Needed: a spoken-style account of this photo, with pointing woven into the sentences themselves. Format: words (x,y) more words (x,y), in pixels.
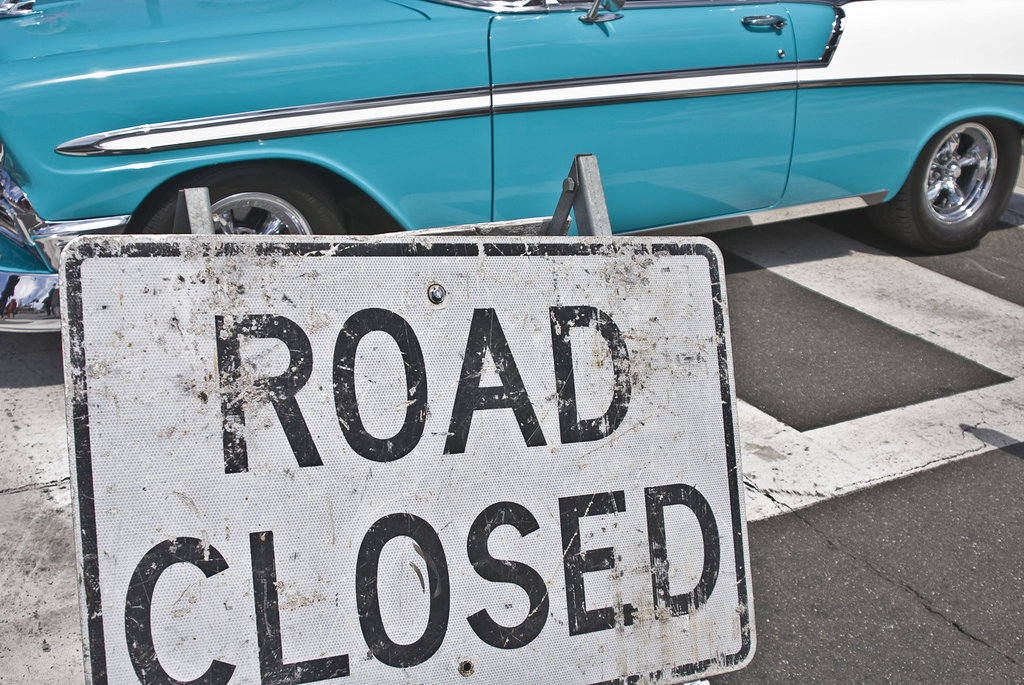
In this picture we can see a vehicle (512,61) on the road (963,363). There are a few white lines (1022,341) on this road (852,439). We can see a reflection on the left side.
